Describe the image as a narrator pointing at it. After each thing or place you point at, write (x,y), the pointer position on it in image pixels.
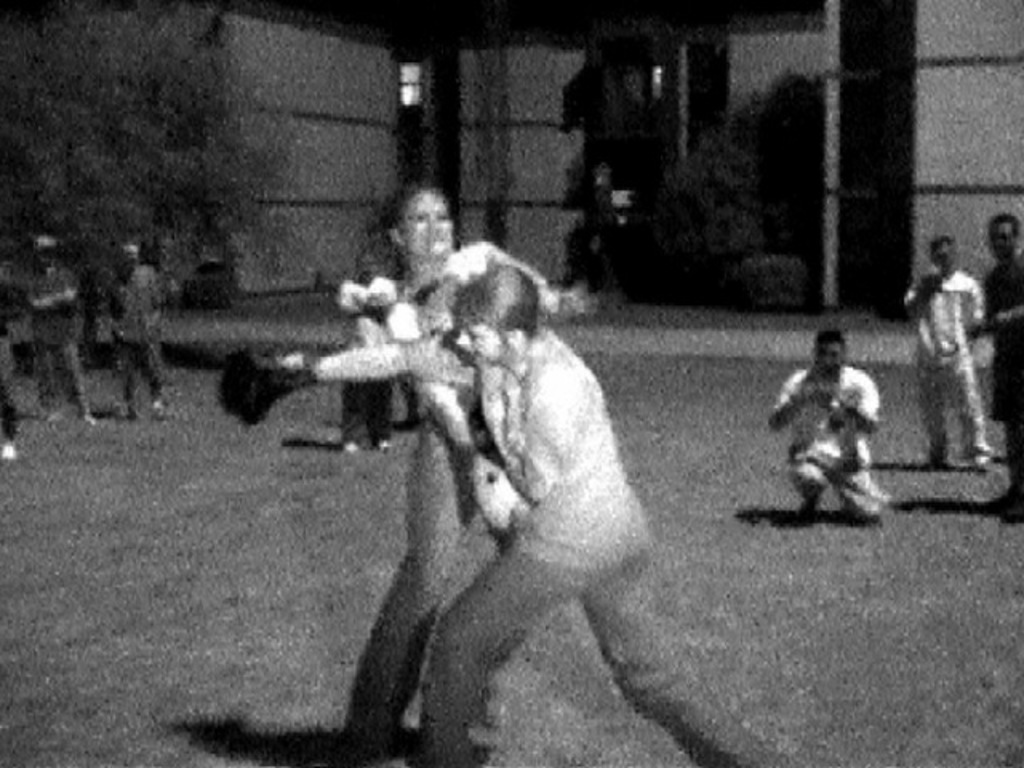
It is a black and white image and in the center (542,308) we can see the persons (441,471) playing a ball game. In the background (839,157) there is a building (511,165) and we can also see few persons (938,263) watching the game.
